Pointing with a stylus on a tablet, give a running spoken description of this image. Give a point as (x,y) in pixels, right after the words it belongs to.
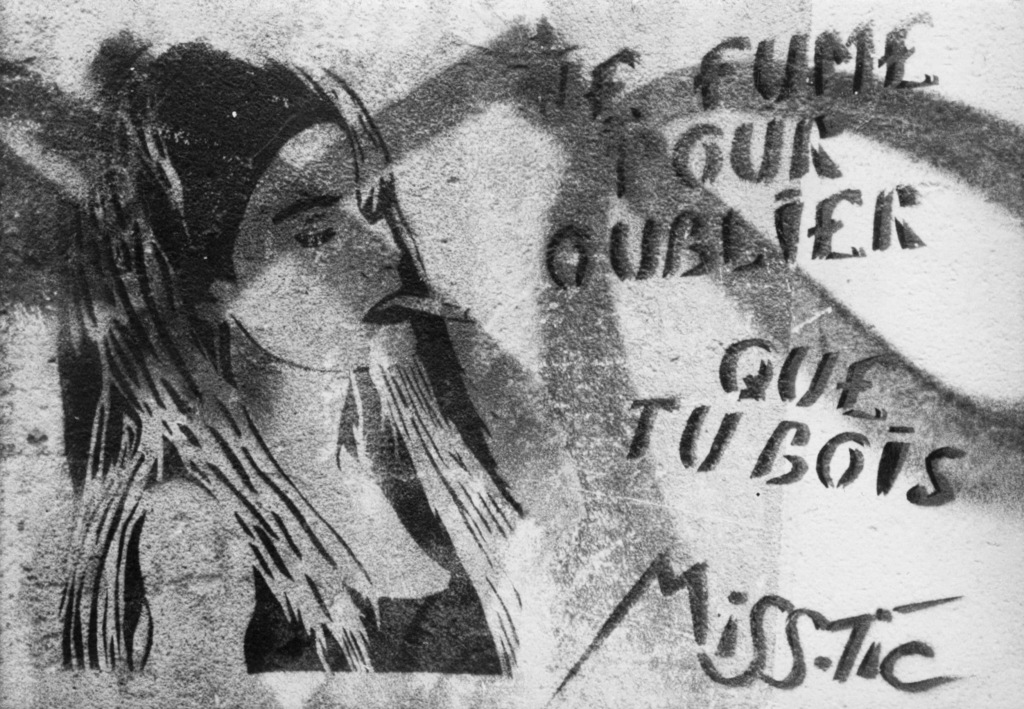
In this image, I can see the drawing (206,462) of a woman (304,449) and there are some words (800,216) on the wall (818,421).
